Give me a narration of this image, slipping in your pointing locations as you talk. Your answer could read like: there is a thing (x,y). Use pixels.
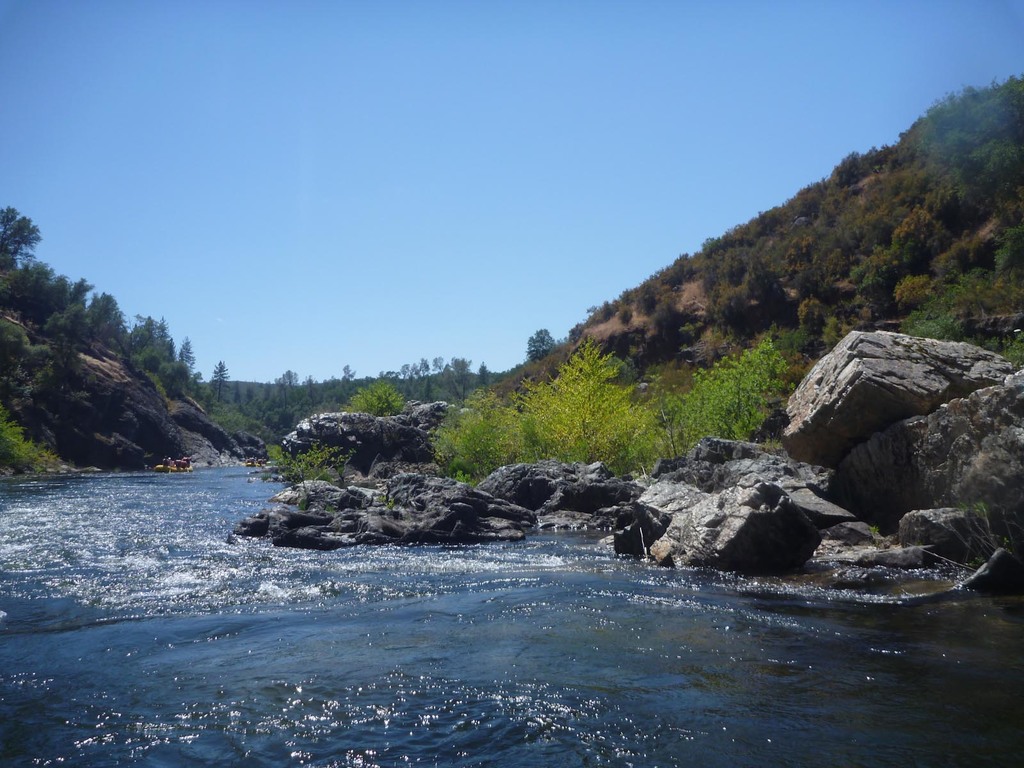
In this image we can see hills (288,422), rocks (318,523), water (354,610), trees (551,428), plants (504,444) and sky (319,311).
